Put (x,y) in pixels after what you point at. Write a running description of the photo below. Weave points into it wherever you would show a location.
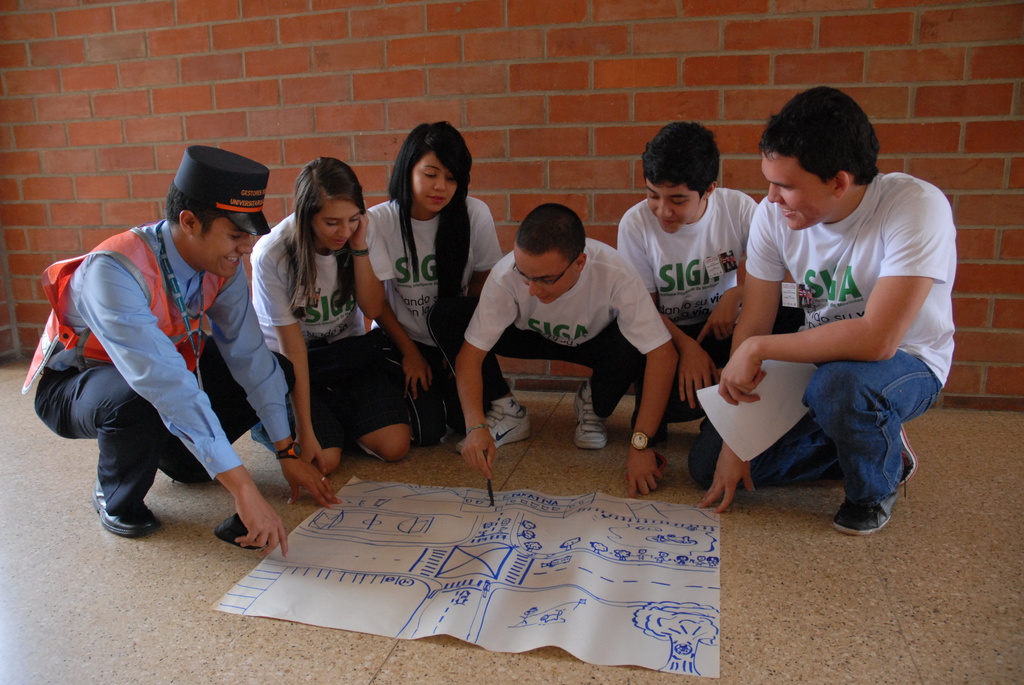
This image is taken indoors. In the background (686,111) there is a wall (876,109). At the bottom of the image (78,609) there is a floor (891,579) and there is a paper (463,542) with a map (718,603) on it. In the middle of the image (511,325) there are four men (512,271) and two women (372,291) sitting on the ground (260,495) and discussing about a map (600,560).
